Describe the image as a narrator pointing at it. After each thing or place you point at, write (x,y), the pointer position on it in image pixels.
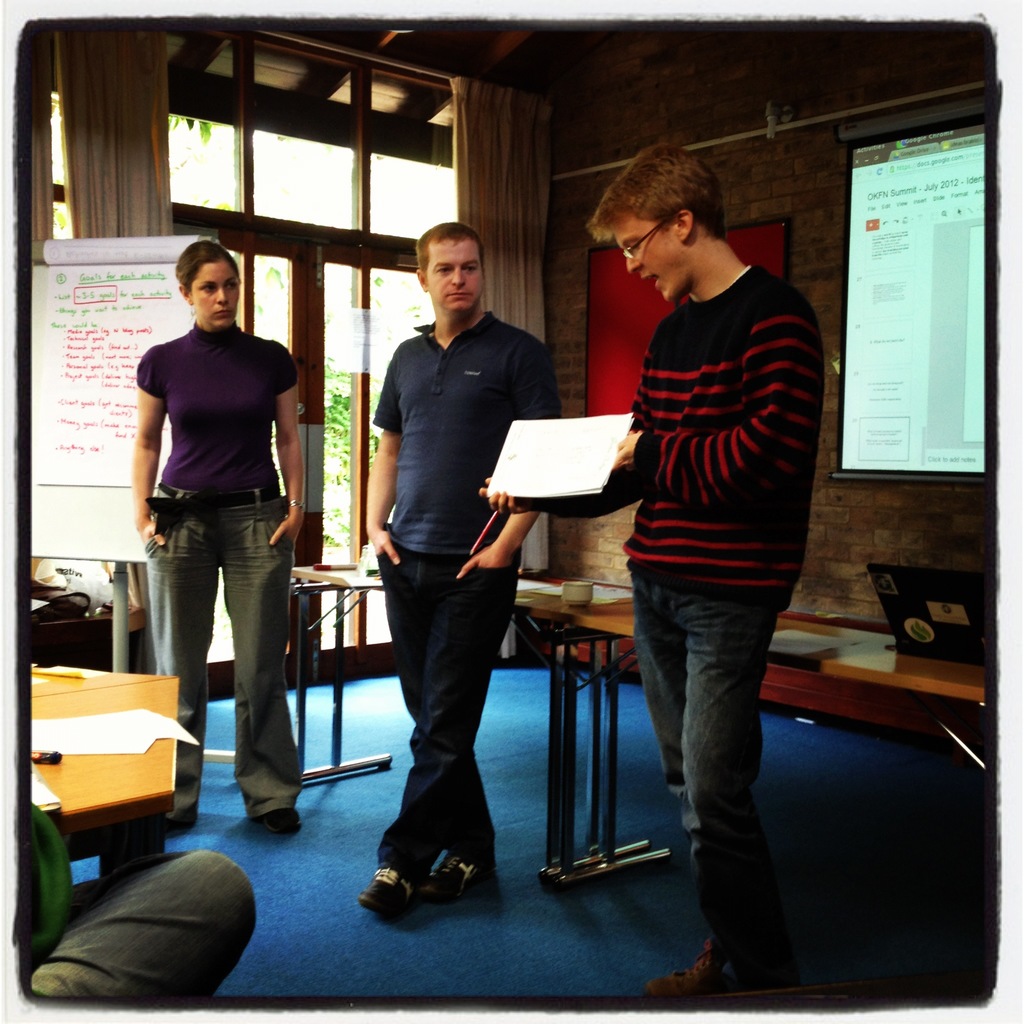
As we can see in the image, there are three persons (428,417) standing on floor (487,964). Behind the three persons (196,416) there are tables (595,618). On table (579,608) there are cup (579,590), laptop (924,632) and behind them there is a screen (876,341) and a brick wall (692,126). On the left (124,287) there is a board (119,399).
